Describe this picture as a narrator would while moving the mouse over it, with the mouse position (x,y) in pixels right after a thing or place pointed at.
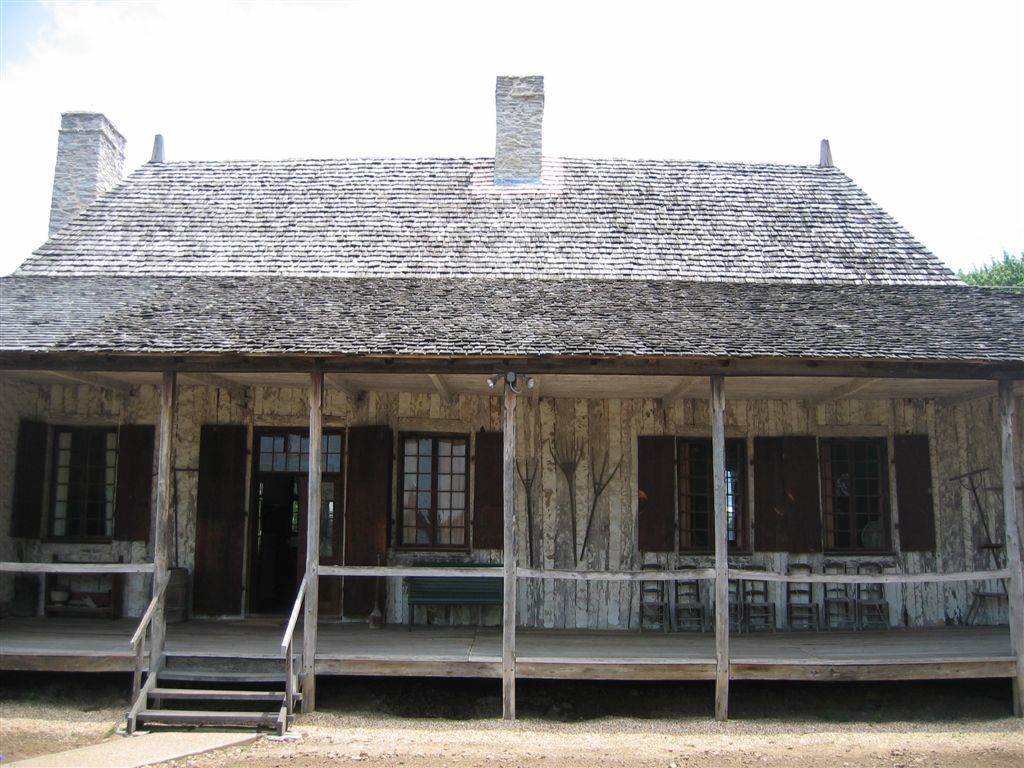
In this picture I can see the building (512,358). In the center (500,503) I can see the windows (404,503) and doors (290,517). In front of the door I can see the fencing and stairs (226,668). Behind the house (1001,425) I can see the tree (1023,269). At the top (262,44) I can see the sky (389,72) and clouds (383,134).
